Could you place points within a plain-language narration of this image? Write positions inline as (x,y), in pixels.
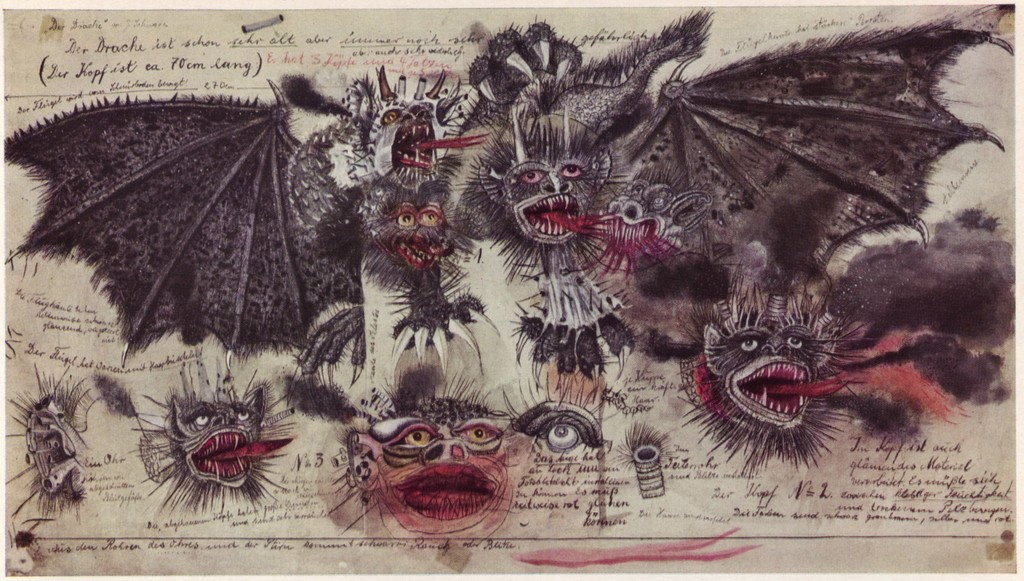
In this image there is a paper (494,249) with some images (735,173) and text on it.
